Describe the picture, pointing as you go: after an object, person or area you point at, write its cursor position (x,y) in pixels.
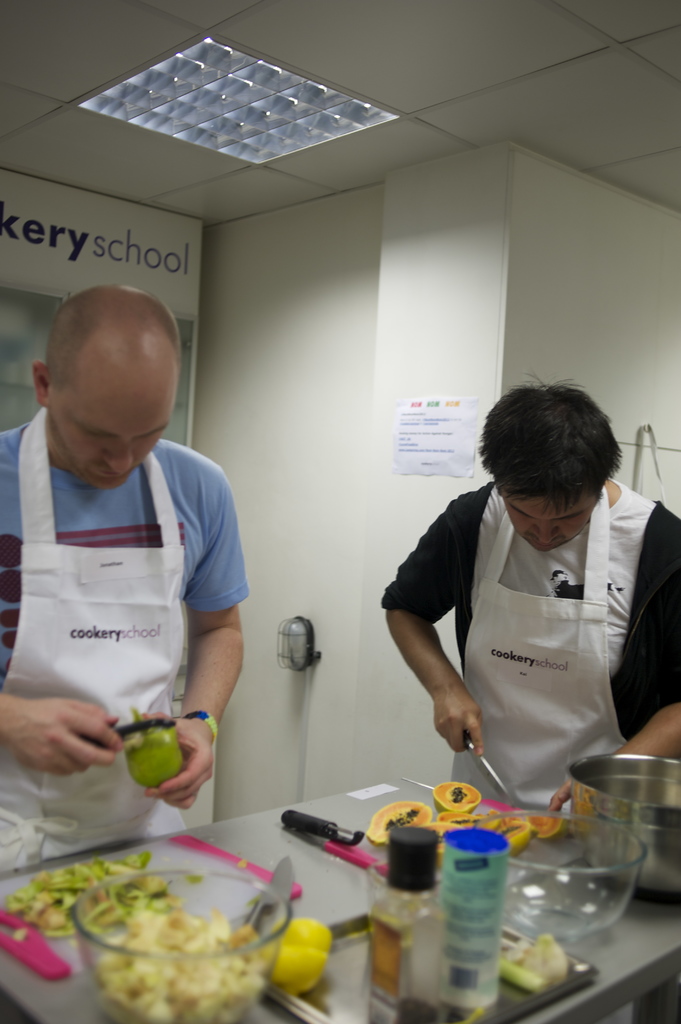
In the image there is a table (399,798) and on the table (94,1003) there are some utensils (530,839) and fruits (67,890) and other objects (497,849), in front of the table (410,785) there are two men (476,645) they are doing some work with the fruits (408,817), behind them there is a wall (429,227) and poster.
